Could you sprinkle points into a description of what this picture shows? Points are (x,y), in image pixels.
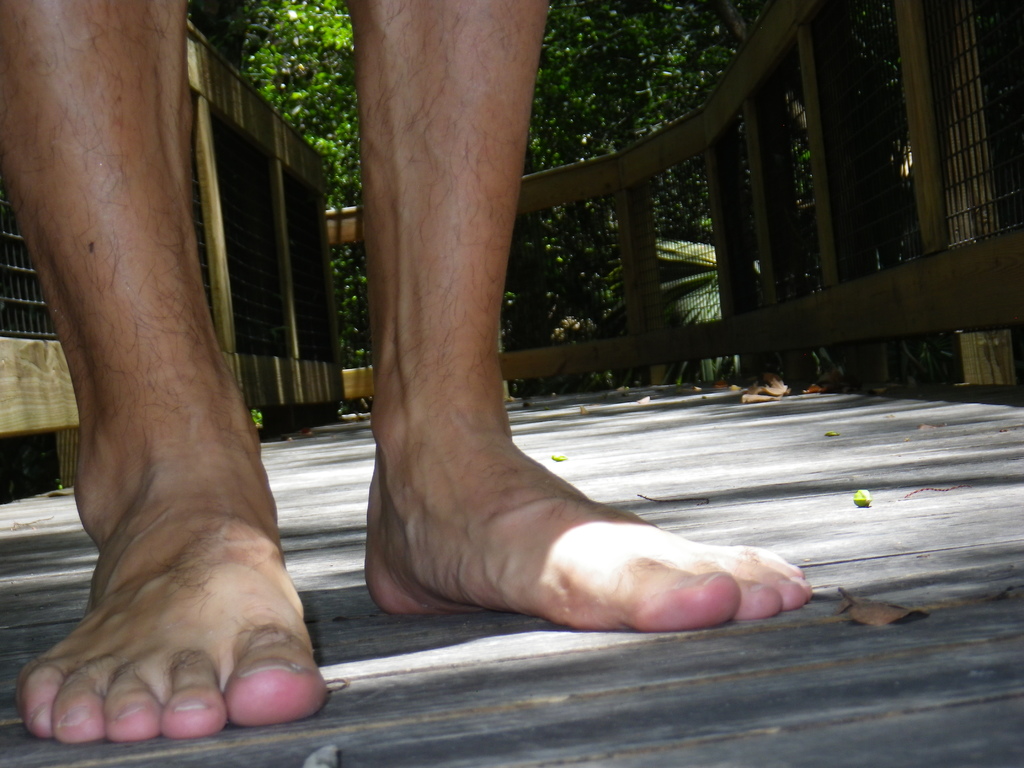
In this image I can see a person's legs (490,575). In the background (659,329) I can see fence (751,265) and trees (688,191).
